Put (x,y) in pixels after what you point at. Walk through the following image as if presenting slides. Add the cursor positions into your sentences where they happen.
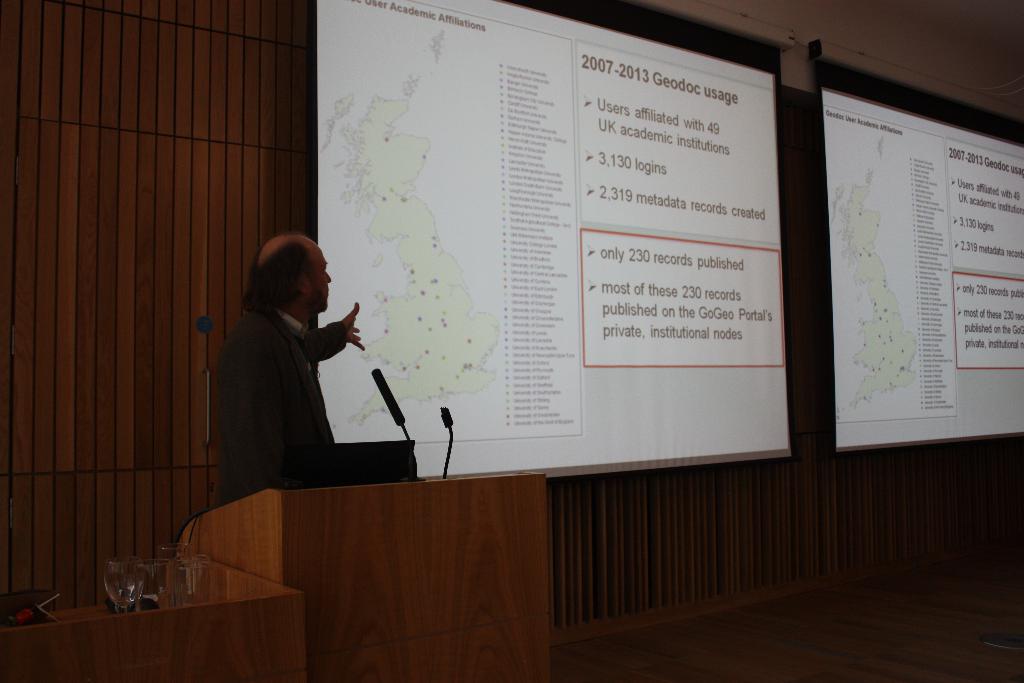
This picture seems to be clicked inside the hall (597,668). On the left (332,332) we can see a person (266,324) wearing blazer (286,409) and standing behind the wooden podium (335,491) and we can see the microphones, glasses (182,584) and some objects (147,603). In the background (546,164) we can see the text (514,140) and some pictures (430,199) on the projector screens (706,298) and we can see the wall (205,268) and some object (731,548) seems to be the curtain (850,527) and we can see some other objects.
